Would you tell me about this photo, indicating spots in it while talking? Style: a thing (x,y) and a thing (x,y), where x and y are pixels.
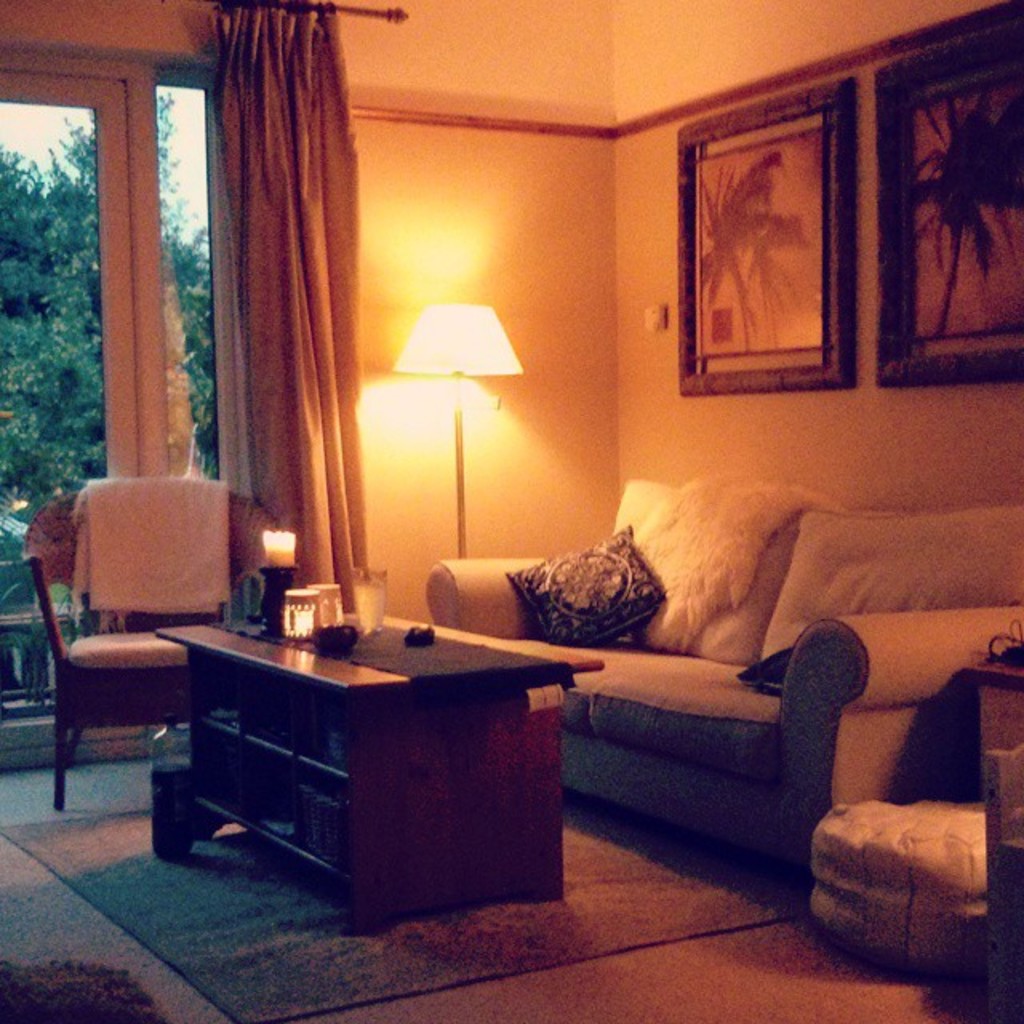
We can see a living room (748,720). At the right side (761,661), we can see couch (667,722). Middle a wooden table (407,792) is placed. A floor mat (318,976) is there. Floor (601,1020) and chair (126,697) have cloth (143,586) on it. The left side (39,343) we can see glass window (53,305). Here curtain (236,316), lamp (477,326). And there are 2 photo frames (811,247) on the right side of the image (850,265). There is a glass (375,618) on the table (390,623) and candle (282,557), 2 containers (317,608). There is a cushion (543,595) on the couch (498,601).
